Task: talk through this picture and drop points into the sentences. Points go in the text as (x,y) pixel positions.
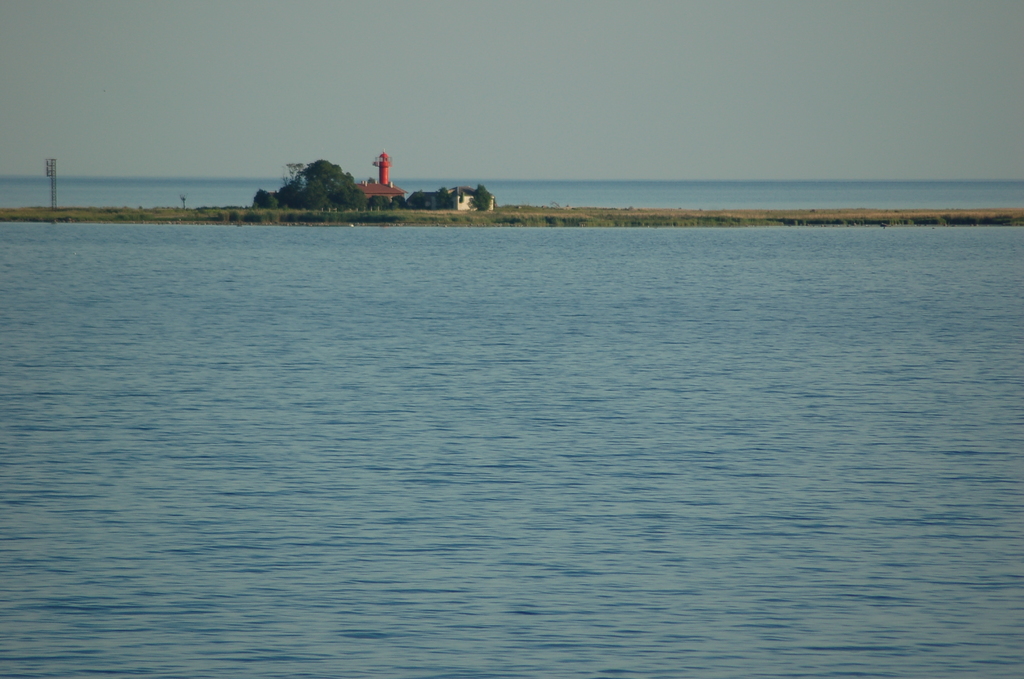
In this image we can see an ocean (624,315) and an island (437,216). On island (318,217) trees (332,196) and one tower (386,170) is present.
